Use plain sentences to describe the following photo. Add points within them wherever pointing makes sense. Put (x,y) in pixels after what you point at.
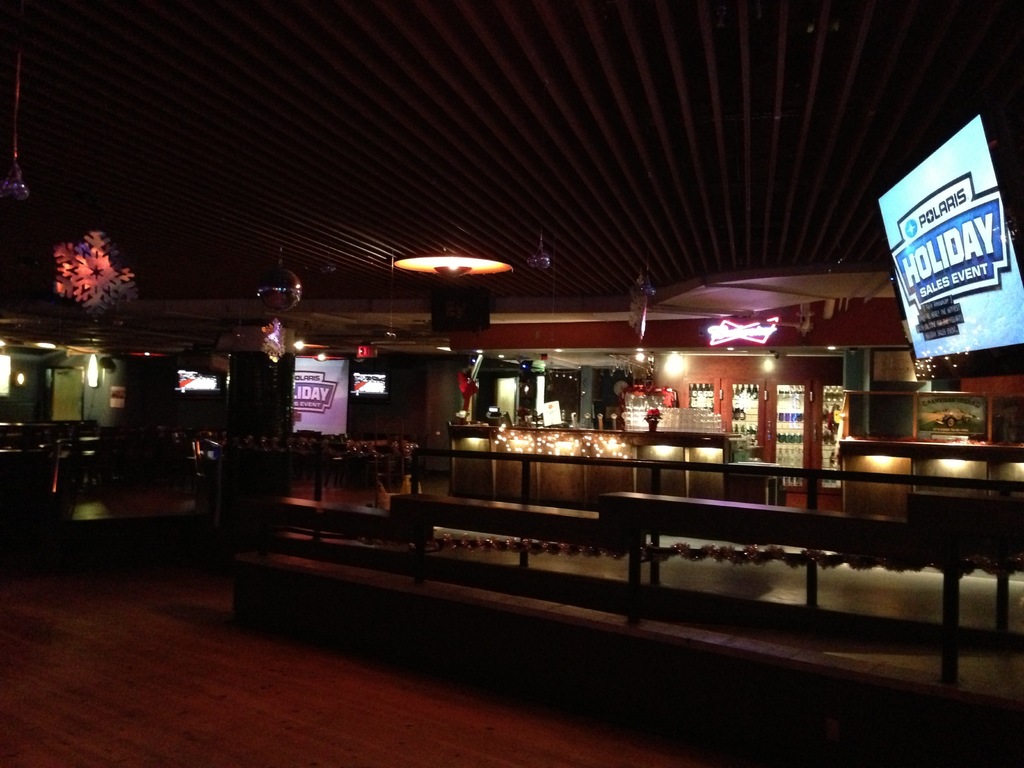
In the picture we can see inside view of the restaurant (1004,473) with a light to the ceiling (169,311) and some railing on the floor (163,692) and behind it we can see the desk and on it we can see a flower vase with flowers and behind it we can see some doors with glasses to it and light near it.
